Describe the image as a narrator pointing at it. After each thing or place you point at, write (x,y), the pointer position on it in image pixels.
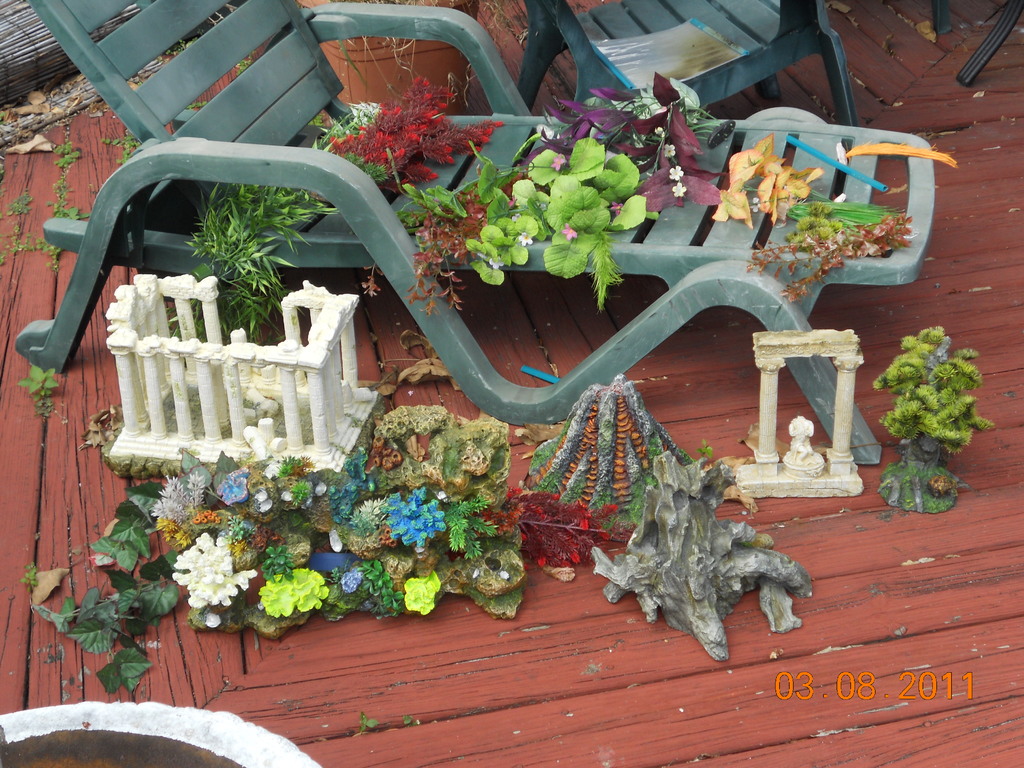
In this image I can see some objects (598,175) on the chair (522,140). I can also see some objects (488,482) on the wooden floor (874,580).
